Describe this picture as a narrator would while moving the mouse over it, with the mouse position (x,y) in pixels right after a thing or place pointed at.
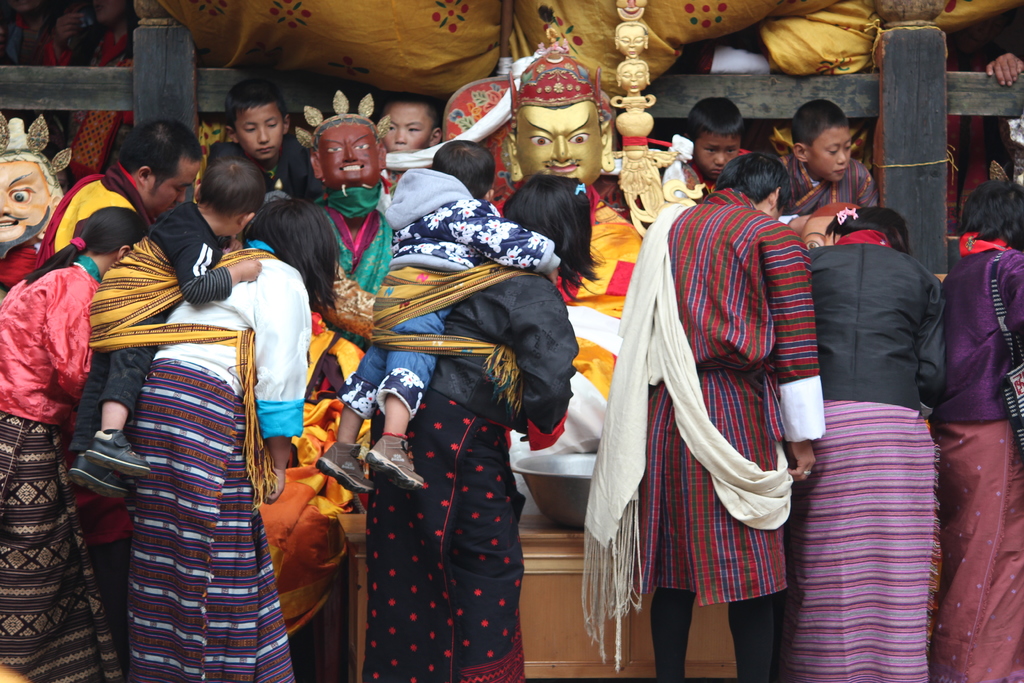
In this picture we can see a group of people (149,506), bowl (591,474), statues (522,156), clothes (426,49) and some objects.
